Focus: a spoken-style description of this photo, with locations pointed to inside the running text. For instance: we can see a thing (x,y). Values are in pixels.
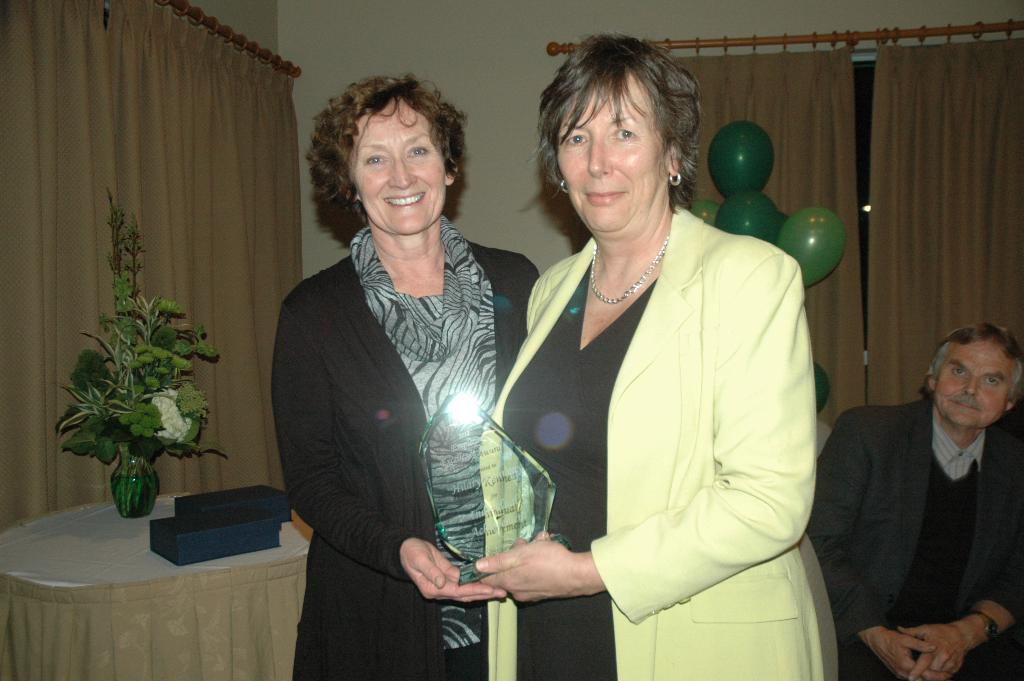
In this image we can see three persons (742,498), among them two persons (623,571) are standing and holding an object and one person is sitting, also we can see a table (189,605), on the table (189,605), we can see a flower vase (165,451) and other objects (205,542), there are some curtains (780,116), balloons (786,238) and the wall (464,209).
